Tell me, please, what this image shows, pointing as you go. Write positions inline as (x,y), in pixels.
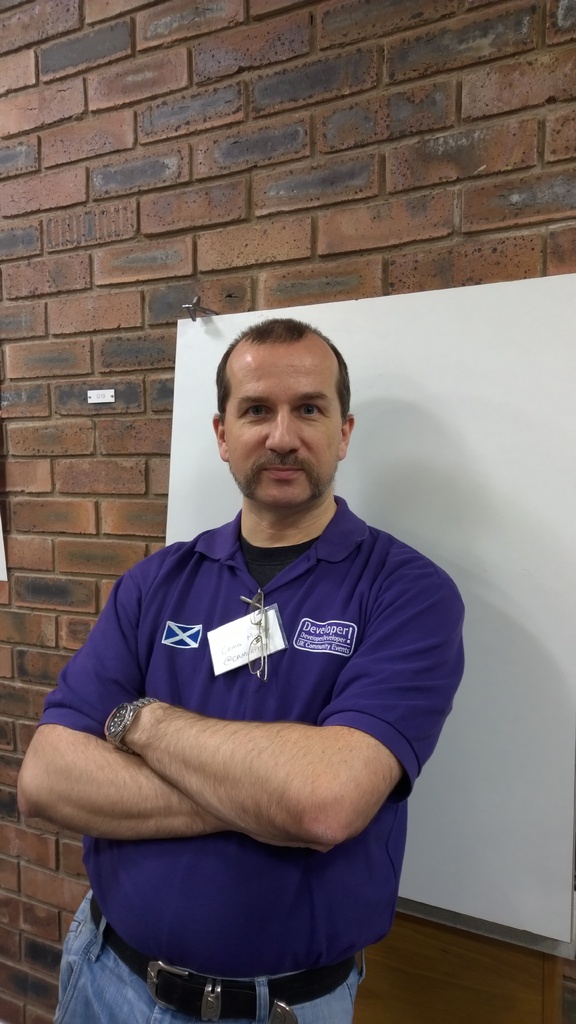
In this picture we can see a man (191,604) standing and smiling. In the background (387,422) we can see a board (367,357) and the wall (195,253).
